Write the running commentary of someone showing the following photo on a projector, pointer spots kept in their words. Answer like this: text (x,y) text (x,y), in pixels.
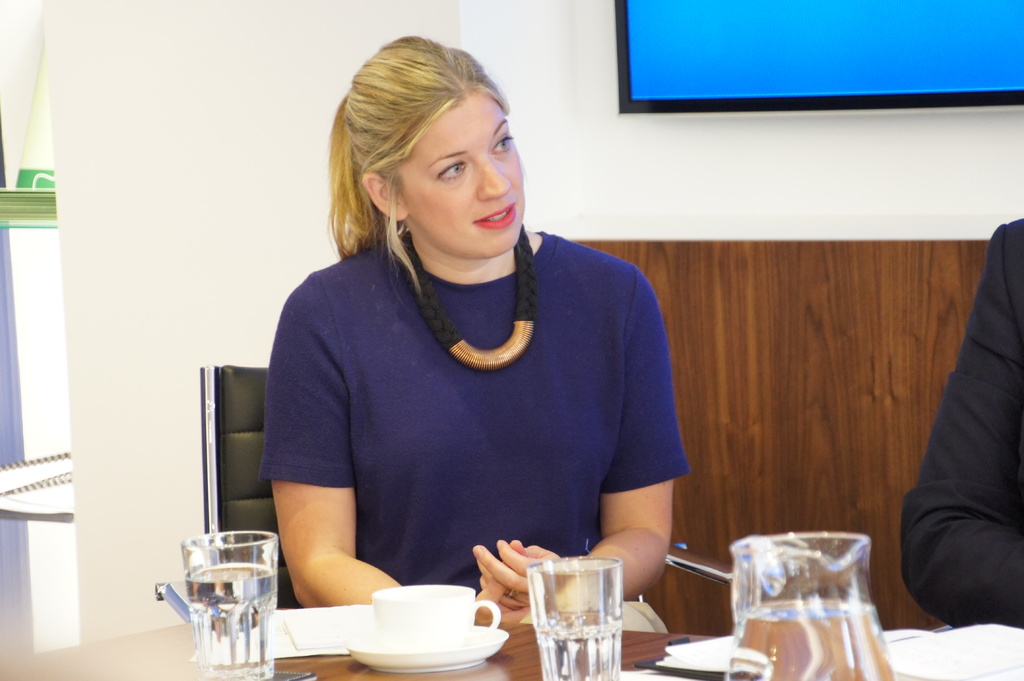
The image is inside the room (875,316). In the image there is a woman (347,360) wearing a blue color shirt (519,370) sitting on chair (233,387) in front of a table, on table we can see a glass (231,599), coffee cup (398,615), jar (854,627), papers (959,646). In background (863,221) there is a monitor (794,62) and a wall (600,24) which is in white color.
